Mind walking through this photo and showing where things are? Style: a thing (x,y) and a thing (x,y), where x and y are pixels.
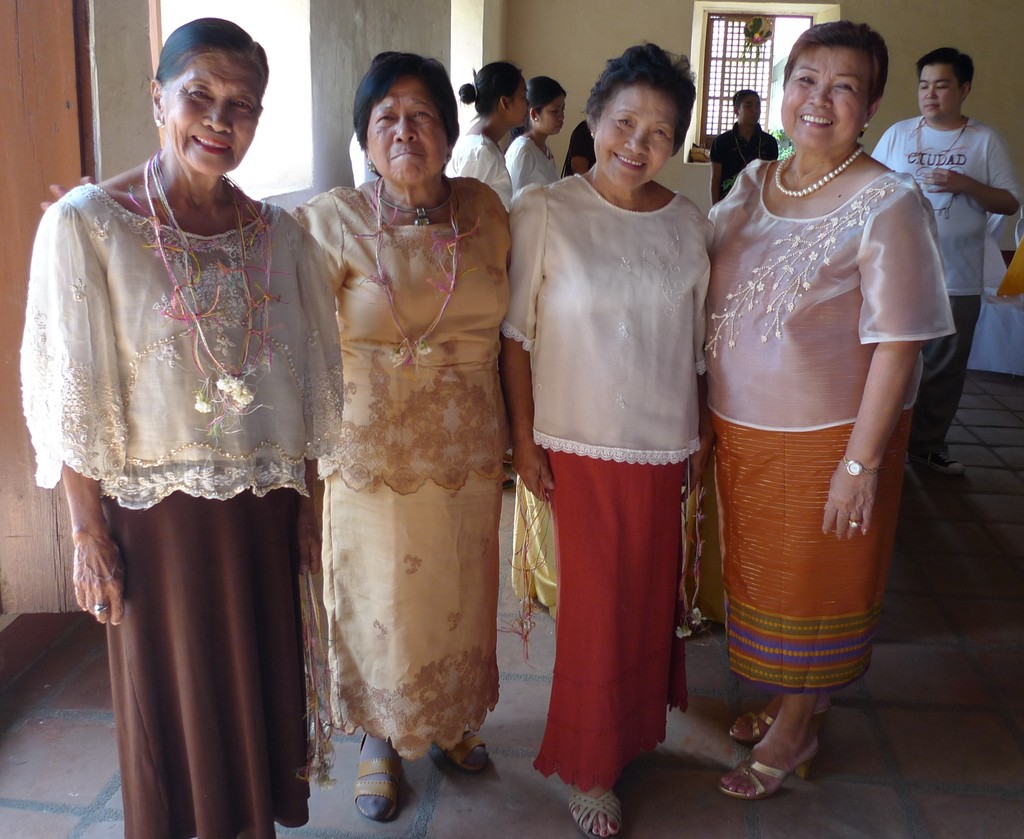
In this image in the center (482,339) there are some people (477,326) who are standing, and in the background (957,156) there are a group of people (507,100). At the bottom (681,746) there is floor (914,723), and in the background (432,36) there is a wall (431,50) and a window (741,53).
